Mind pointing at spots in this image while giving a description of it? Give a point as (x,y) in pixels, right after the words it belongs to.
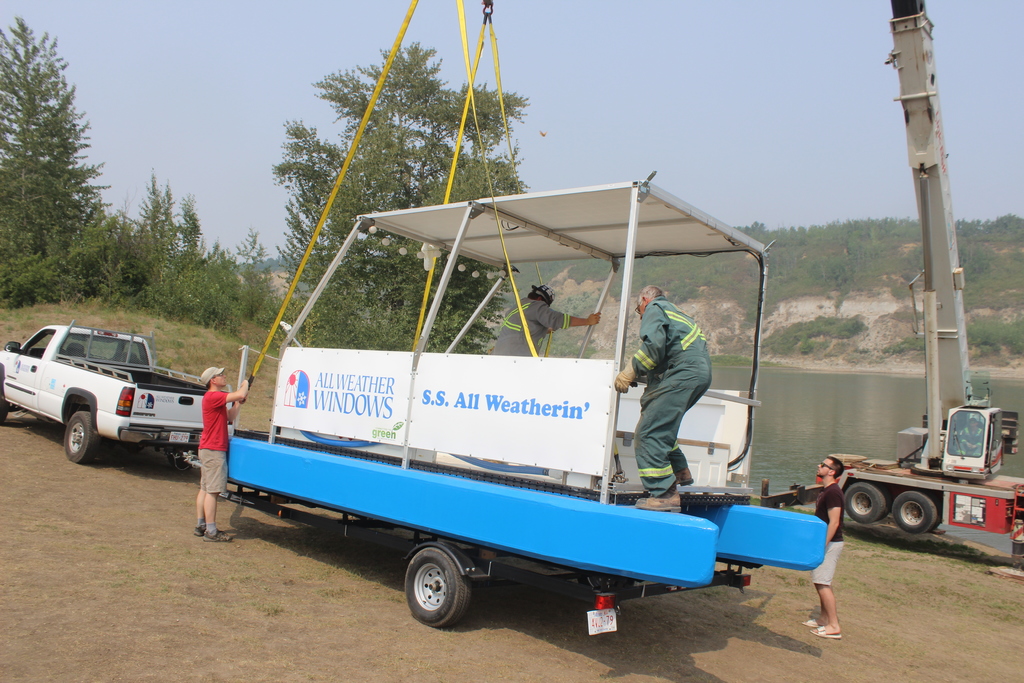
In this picture I can see a crane (926,220) and a vehicle (188,424) with a trolley (504,474), few people (556,326) standing and couple of them (665,486) standing on the trolley (287,500). I can see trees (385,293), water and a blue sky (502,68).
